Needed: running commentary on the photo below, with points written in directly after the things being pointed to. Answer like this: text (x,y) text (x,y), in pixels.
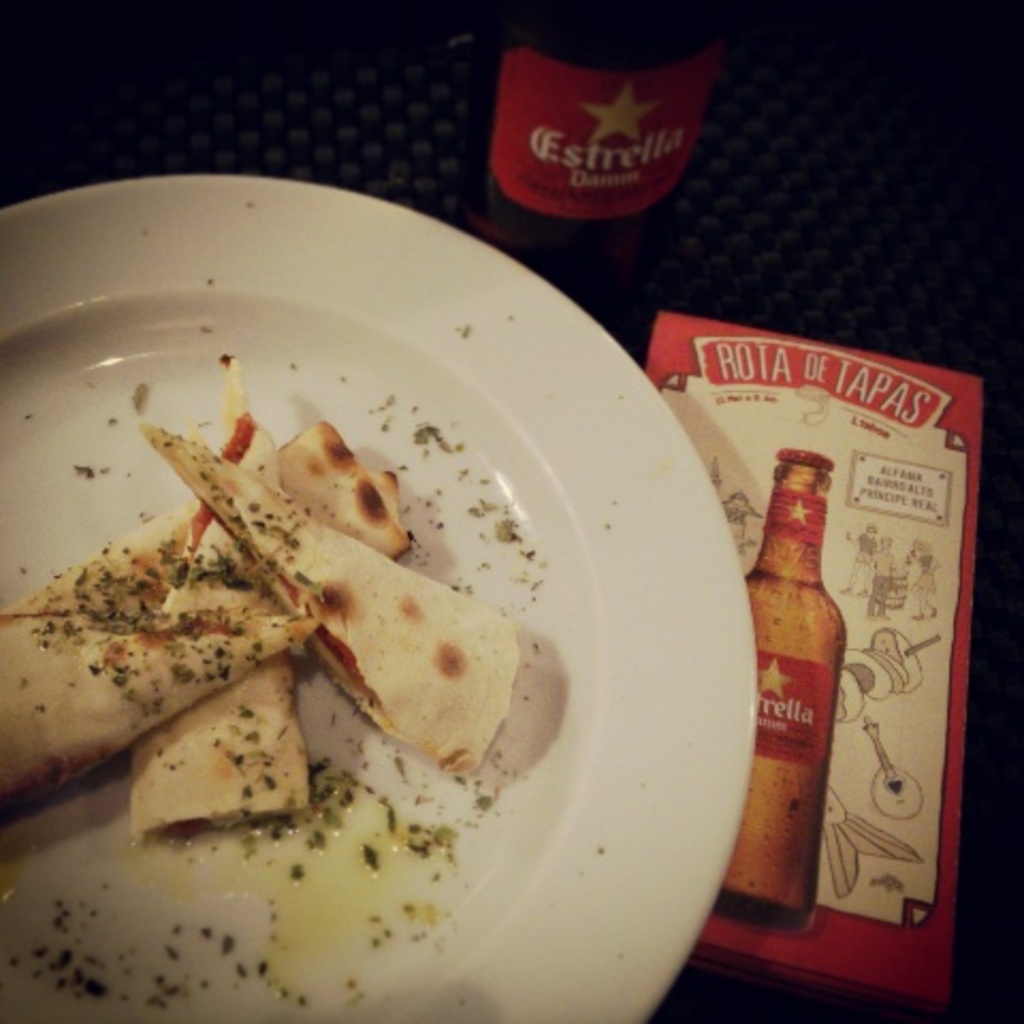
In this image there is a plate (175,211), food (295,738), box (864,638) and a bottle (646,202) placed on the table (868,234).
